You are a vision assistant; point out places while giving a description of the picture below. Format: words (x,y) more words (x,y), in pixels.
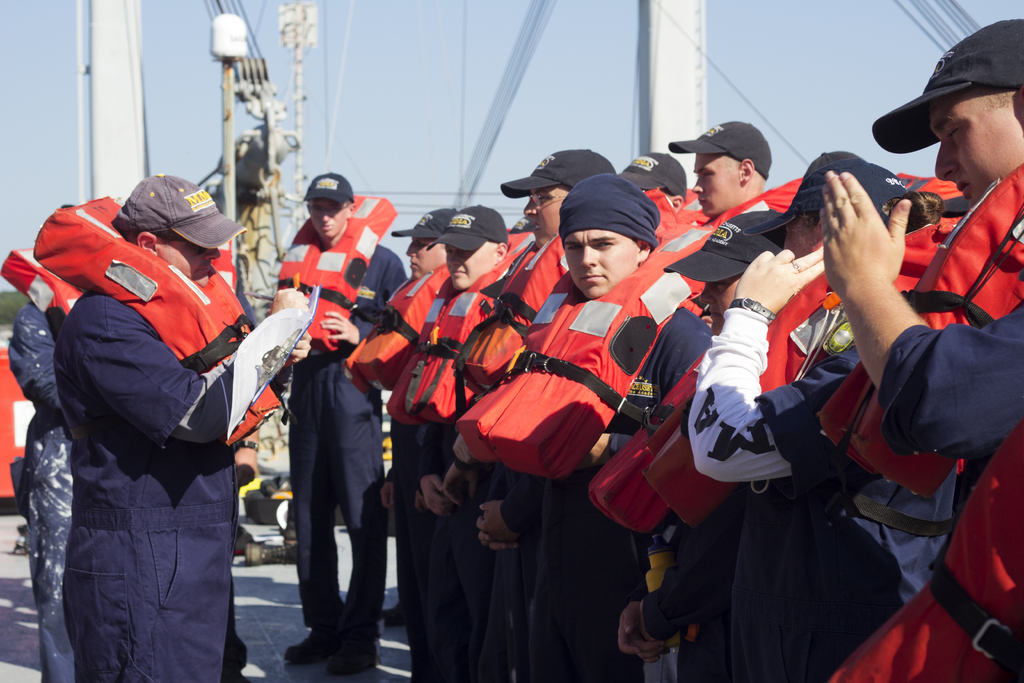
In this image I can see number of people (392,353) are standing and I can see all of them are wearing blue colour dress (69,447), caps (805,186) and orange colour life jackets (459,334). In the background (470,125) I can see few poles (123,148), wires (538,29), shadows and here I can see he is holding a paper (245,368).
